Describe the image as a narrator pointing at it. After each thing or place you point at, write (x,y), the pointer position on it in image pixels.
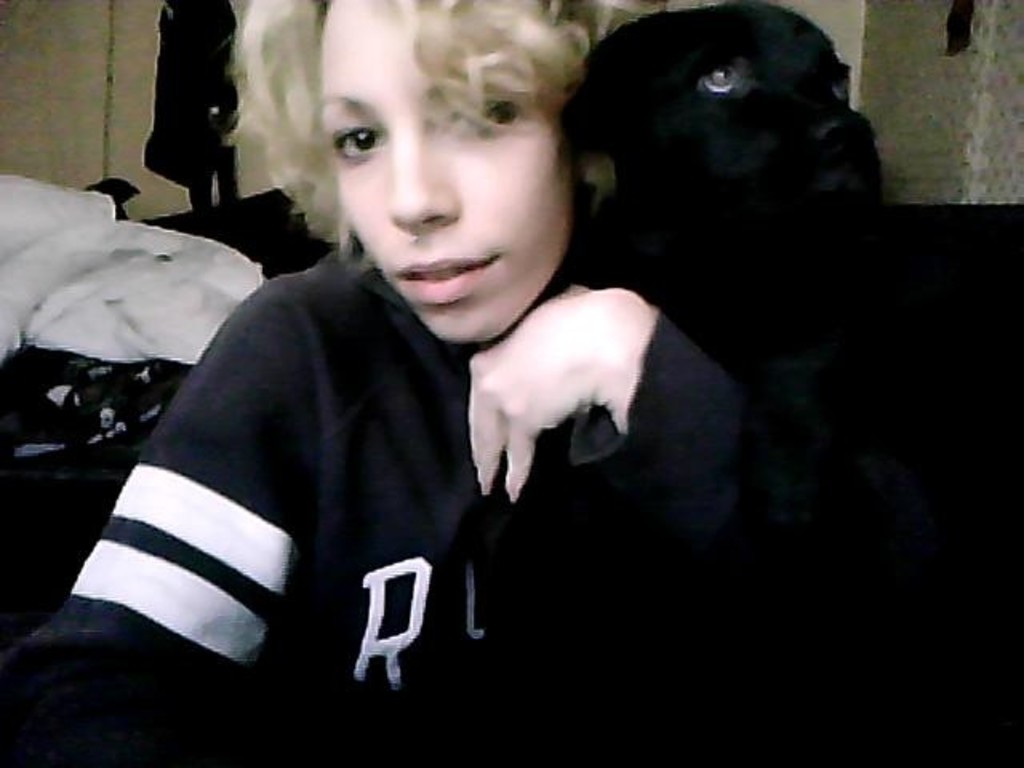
In this image I can see a person (534,319) wearing black hoodie (459,350) and also I can see a dog (839,68).
